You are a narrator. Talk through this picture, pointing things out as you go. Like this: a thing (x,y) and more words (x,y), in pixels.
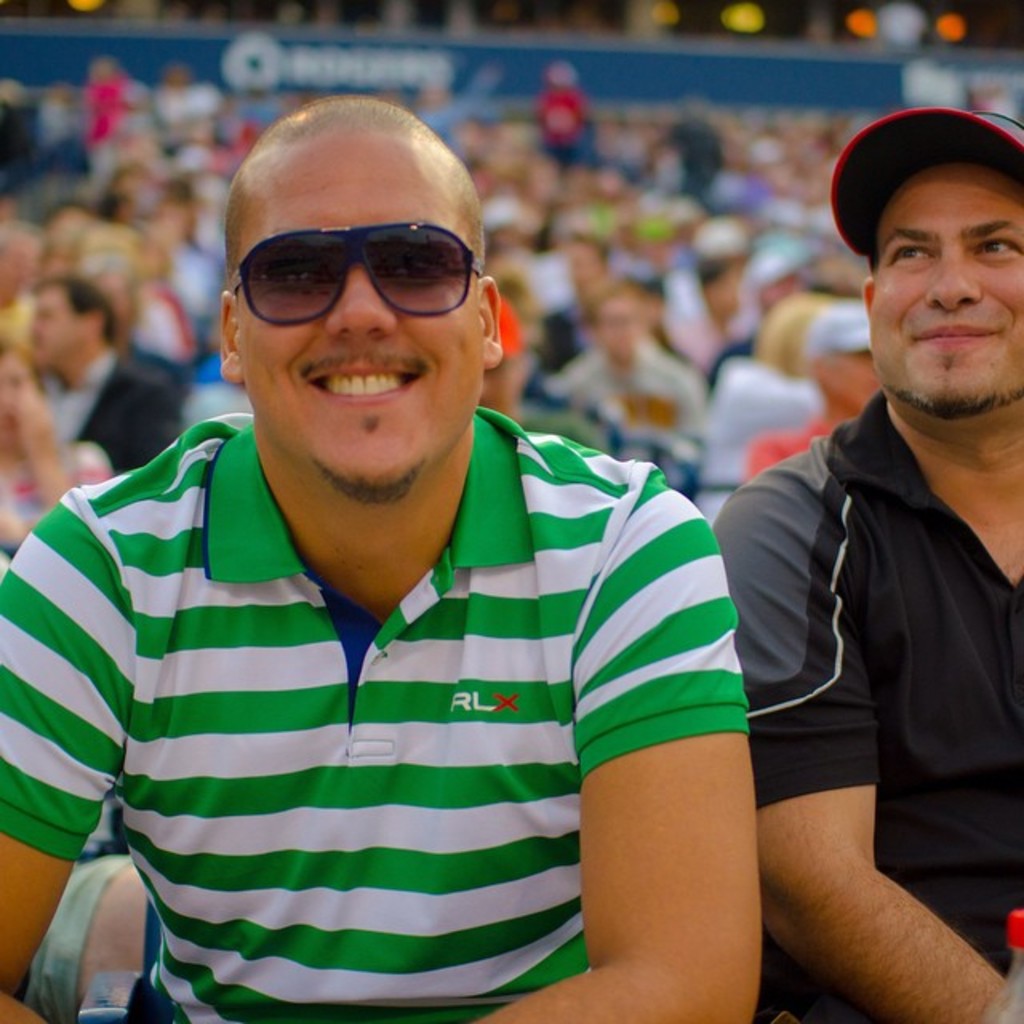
In this image, we can see two people (381,805) are smiling. Here a person (345,305) wore goggles (325,278). On the right side (1014,715), person (971,514) is wearing a cap (981,155) on his head (988,223). Right side (1016,995) bottom, we can see a bottle (1011,980) with lid (1019,928). Background (734,398) we can see a group of people (37,494). Here there is a hoarding (526,83).
